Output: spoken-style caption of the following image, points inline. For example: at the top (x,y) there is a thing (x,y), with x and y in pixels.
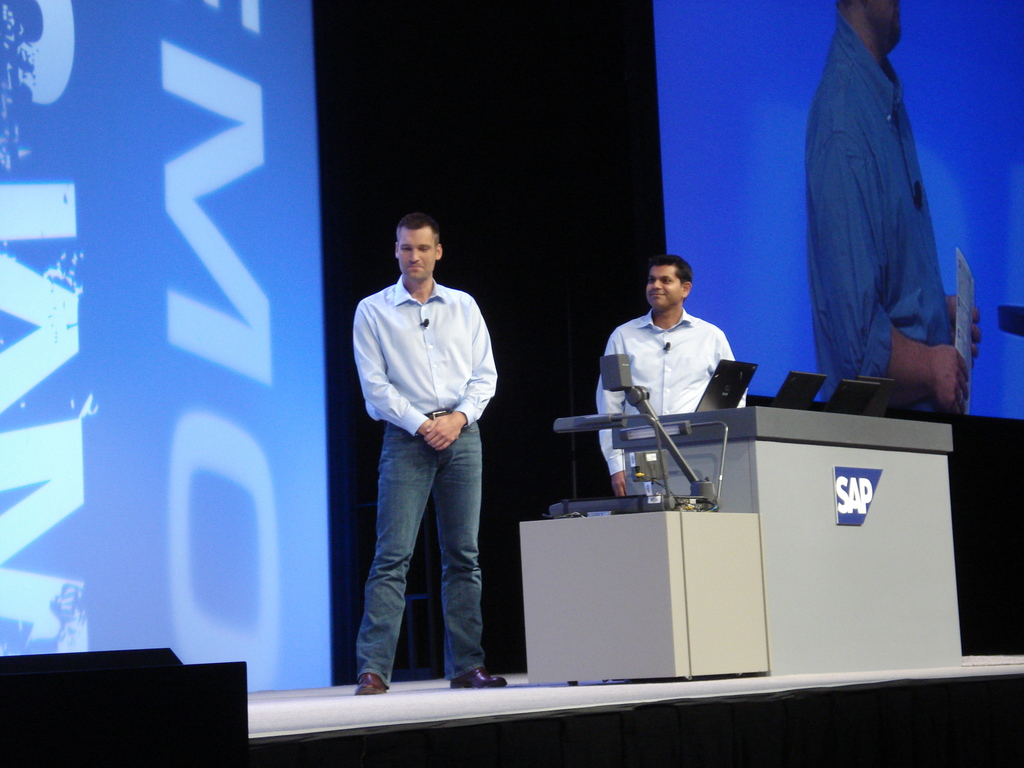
In this image I can see two men (429,407) standing on the stage (389,723) and smiling. In front of these men (484,361) there are tables (866,480) on which few laptops (738,394) and some other objects (649,489) are placed. In the background (779,188) there are two screens (151,192) on which I can see the text (23,542) and an image (880,197) of a person (886,209).
